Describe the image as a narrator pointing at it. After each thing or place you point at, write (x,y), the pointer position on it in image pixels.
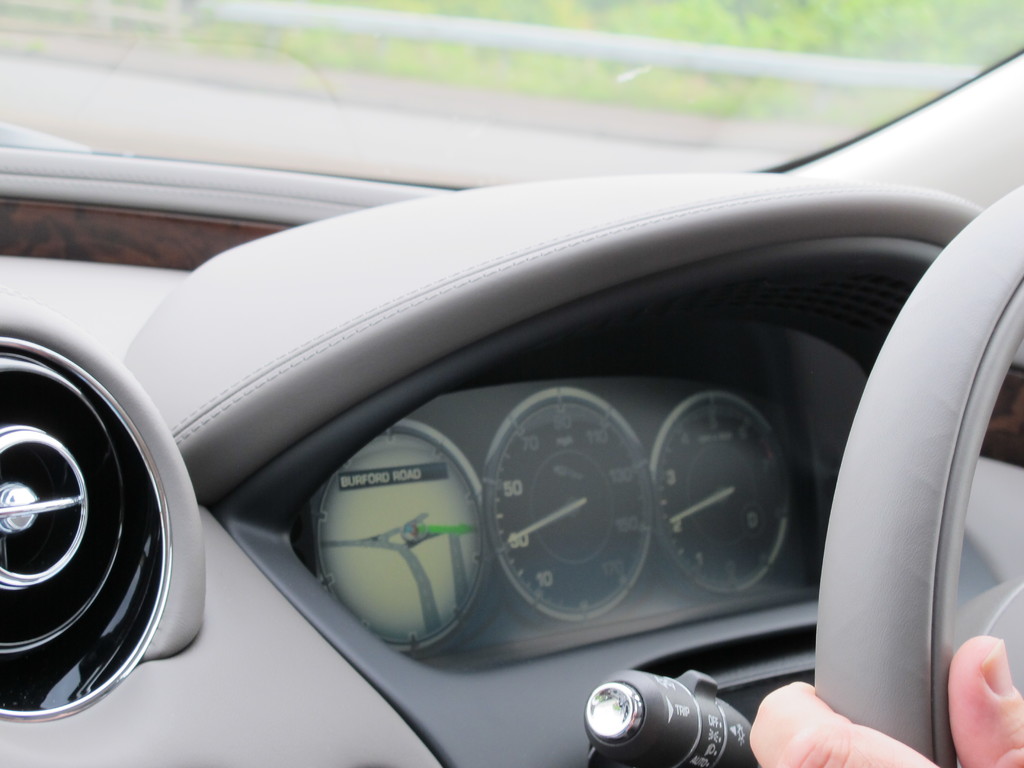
In this picture we can see an inside view of a car (562,596), on the right side (892,577) we can see steering (884,562), we can see fingers (796,710) here, from the glass (748,79) we can see plants (766,16).
